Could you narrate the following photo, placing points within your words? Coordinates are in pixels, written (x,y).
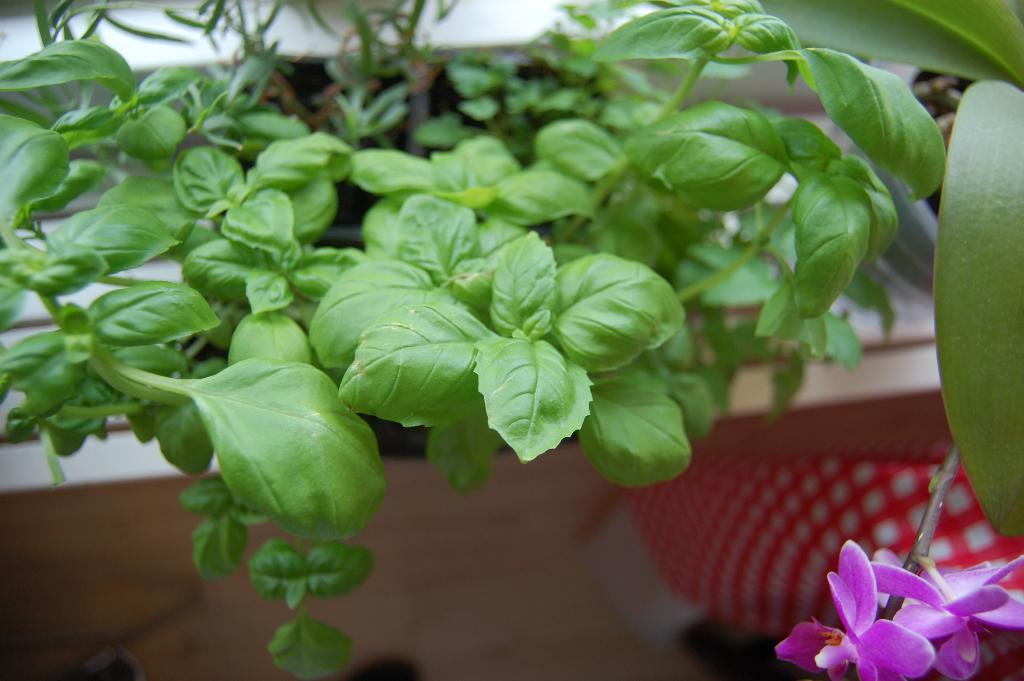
This is the zoom-in picture of the leaves (170,375). Right bottom of the image (906,671) two pink color flowers (853,605) and stem (929,513) is present.
